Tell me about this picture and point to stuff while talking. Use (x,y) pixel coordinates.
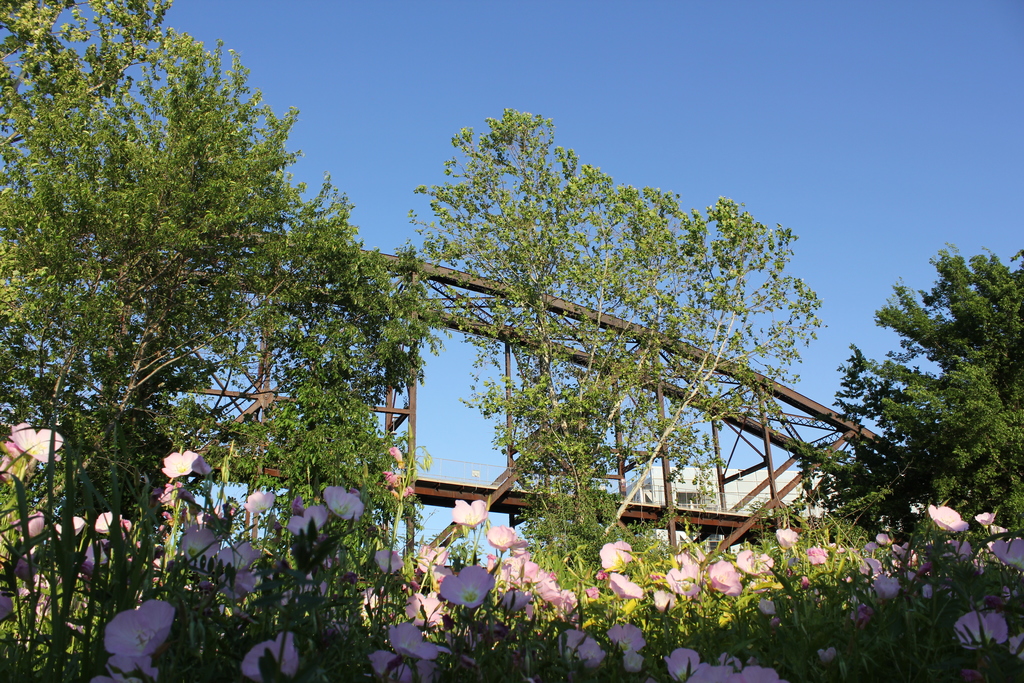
In this image I can see flowers (88,561) in pink color, background (368,369) I can see trees (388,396) in green color, building (754,498) in white color, sky (729,447) in blue color.
